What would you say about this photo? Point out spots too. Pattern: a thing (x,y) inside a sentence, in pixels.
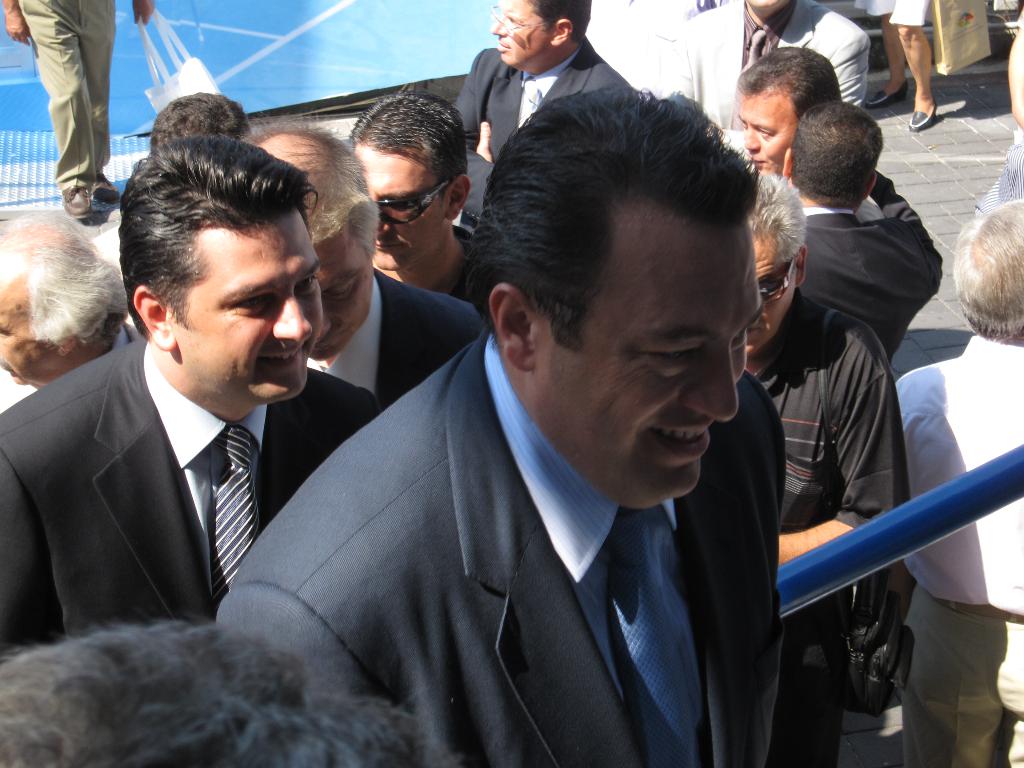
In this image there are a few people (412,373) standing and walking on the path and few are on the stairs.
